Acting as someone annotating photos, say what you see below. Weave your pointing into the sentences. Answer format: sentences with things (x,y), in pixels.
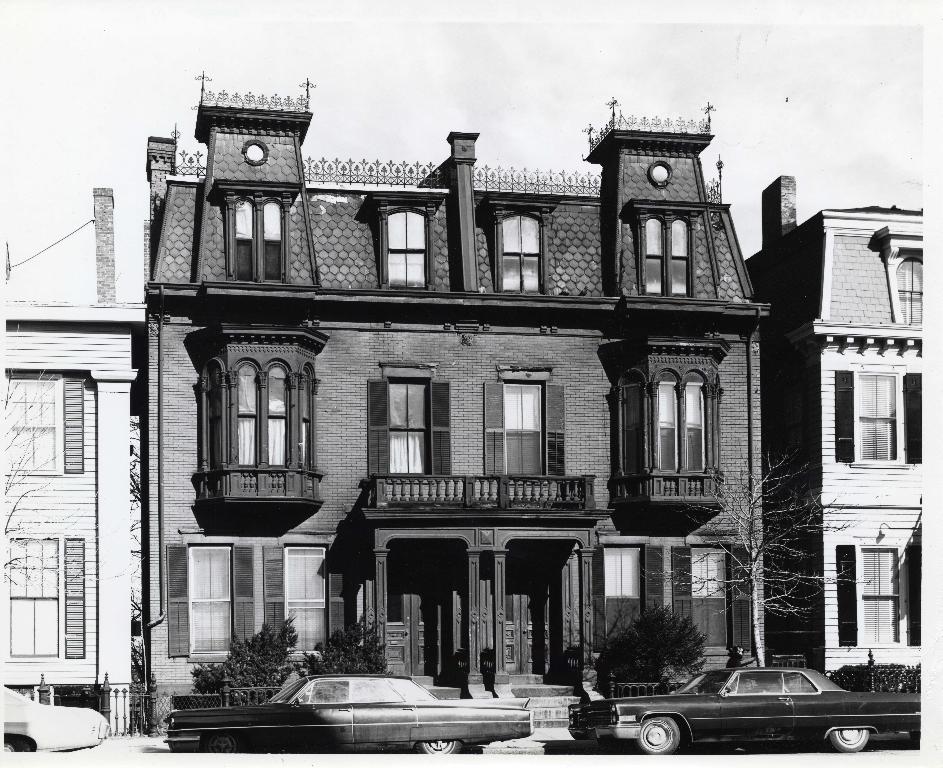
This image consists of buildings (346,432) and cars (629,720). There are doors (430,585) and windows (417,429) to the building (356,461). Beside the car (301,686), there are plants (319,666). At the top (371,72), there is a sky (308,76).
